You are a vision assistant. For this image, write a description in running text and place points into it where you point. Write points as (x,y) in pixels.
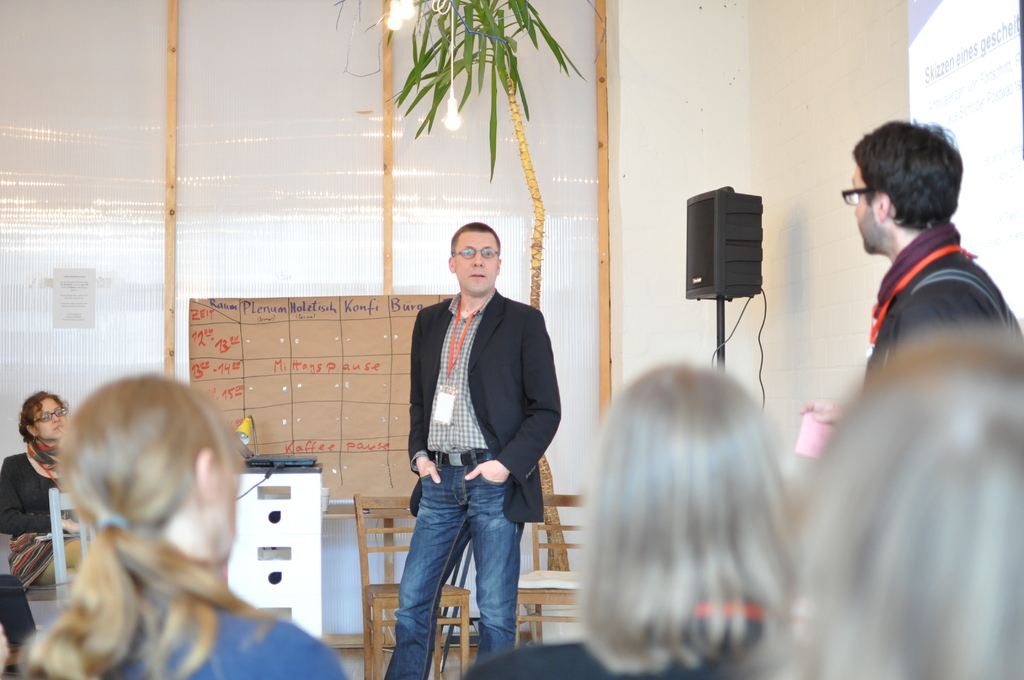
This picture describes about group of people (423,442), few are seated and few are standing, in the background (494,36) we can see few lights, speaker (733,197), chairs (59,565) and a plant (468,7).
